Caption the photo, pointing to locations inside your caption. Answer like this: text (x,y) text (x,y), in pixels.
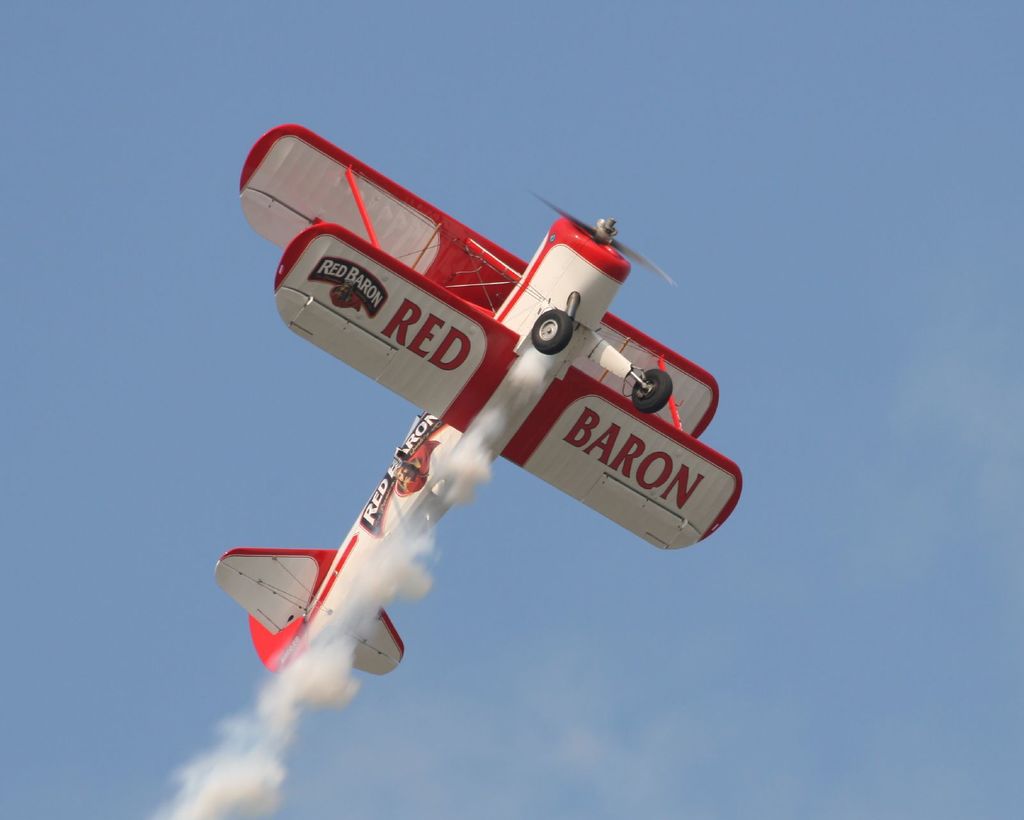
In this image I can see an aircraft (299,327) is flying in the air (183,283). The aircraft (463,346) is in white and red color and I can see the smoke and the sky (708,660) is in blue color.
